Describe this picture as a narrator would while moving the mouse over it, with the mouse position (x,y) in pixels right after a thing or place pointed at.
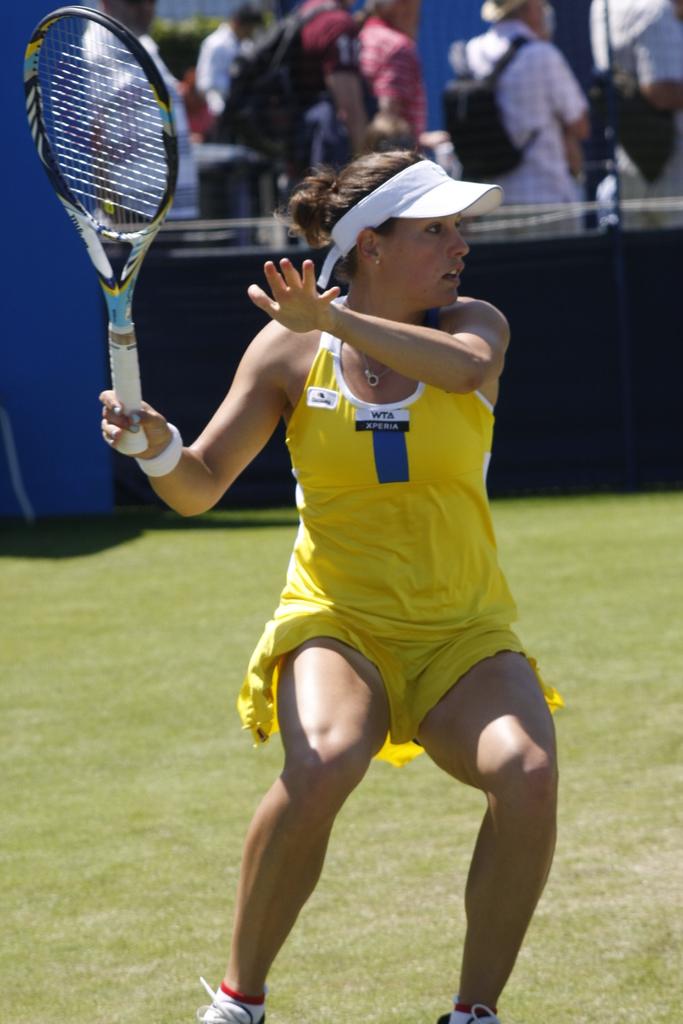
Here we can see a woman (371,339) is standing on the ground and holding a racket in her hands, and at back (218,62) here a group of people (319,42) are standing.
